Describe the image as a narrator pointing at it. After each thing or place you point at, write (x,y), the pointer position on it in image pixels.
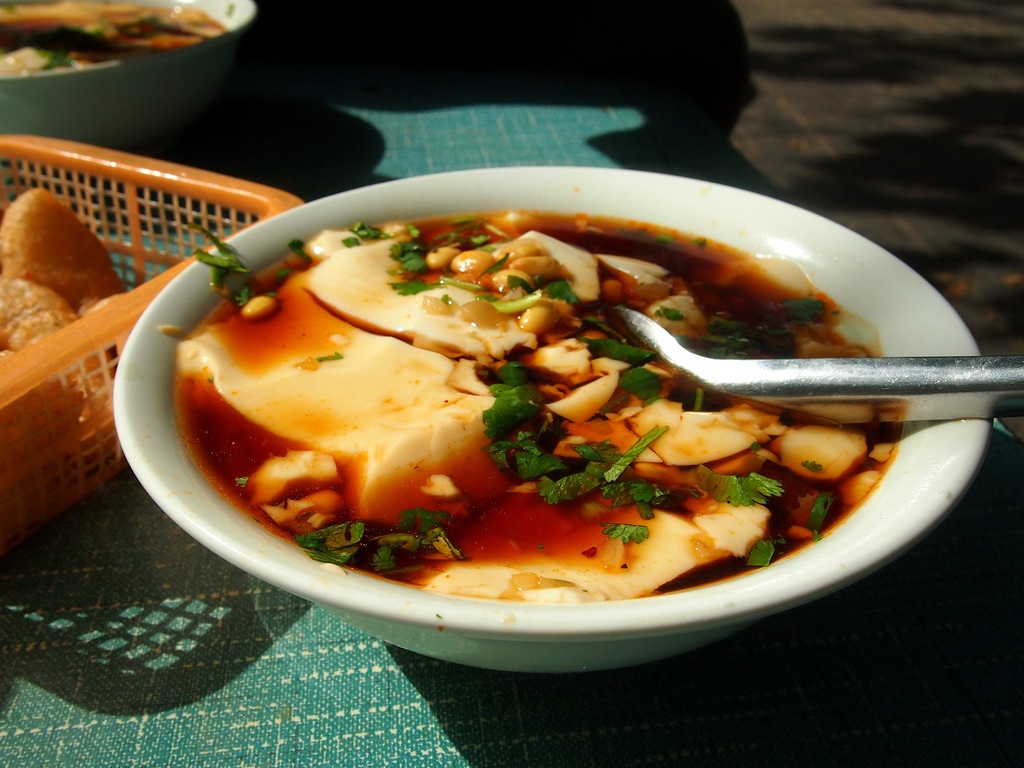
In this image I can see the bowl (168,293) with food (518,512). I can see the spoon (825,394) inside the bowl (607,414). To the left (61,82) I can see one more bowl (97,80) with food (117,45) and the orange color basket (138,217). These are on the green color surface (256,651).
